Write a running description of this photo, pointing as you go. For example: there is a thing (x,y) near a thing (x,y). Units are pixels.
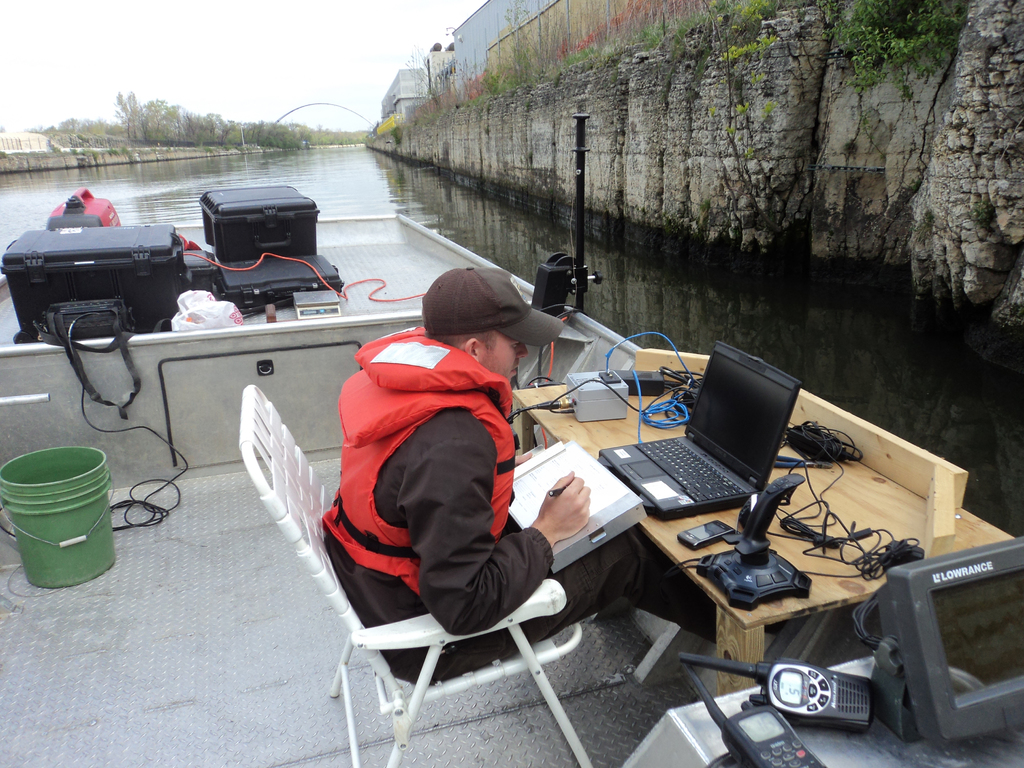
In this picture we can see men (408,479) sitting on chair (403,631) and in front of him there is table (931,515) and on table (656,529) we can see laptop (739,463), mobile (695,531), wires (808,423), books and at back of him there is bucket (87,496) and beside to him we can see water (347,176), luggage (282,232), phones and in background (504,137) we can see wall (504,137), sky (274,85), trees (199,131).
